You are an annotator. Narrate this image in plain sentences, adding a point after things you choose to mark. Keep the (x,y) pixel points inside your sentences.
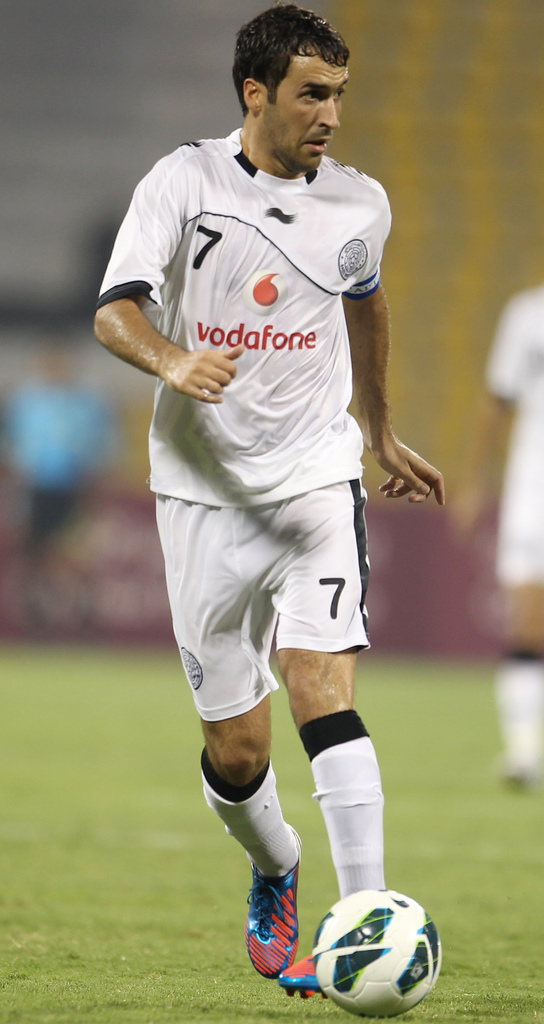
In this picture i could see a person (276,548) hitting a ball (362,919), looks like they are playing in the court (164,802), court (197,827) is green in color.
